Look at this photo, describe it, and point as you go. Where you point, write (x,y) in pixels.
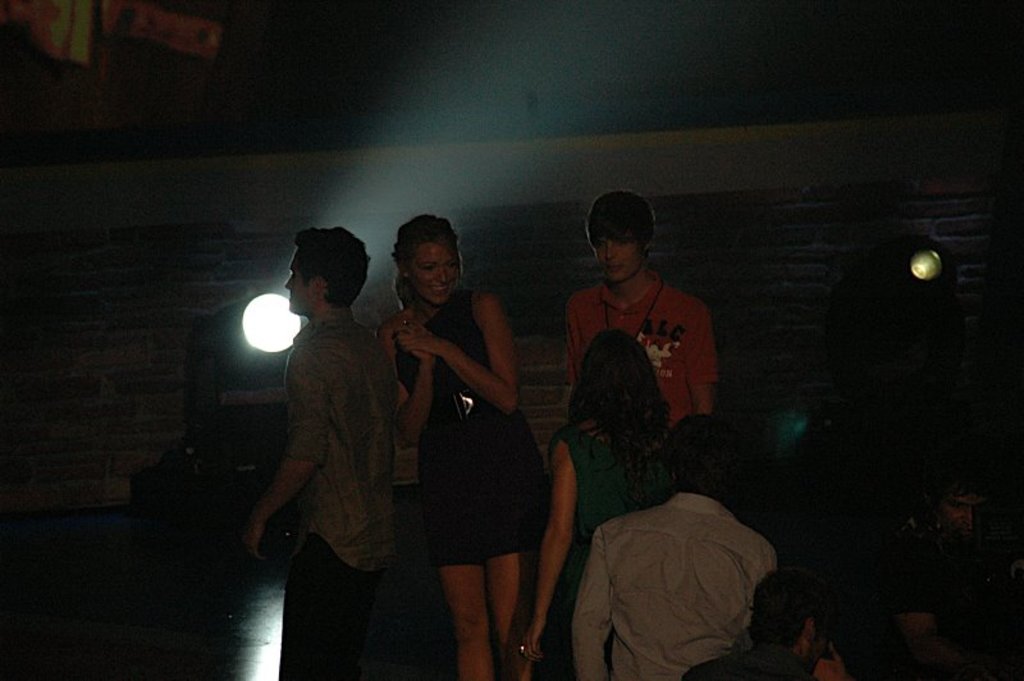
In this image there are persons (535,459) standing and sitting. In the center (474,449) there is a woman (471,452) standing and smiling. In the background (261,329) there is a wall (778,280) and there are lights (277,336).
